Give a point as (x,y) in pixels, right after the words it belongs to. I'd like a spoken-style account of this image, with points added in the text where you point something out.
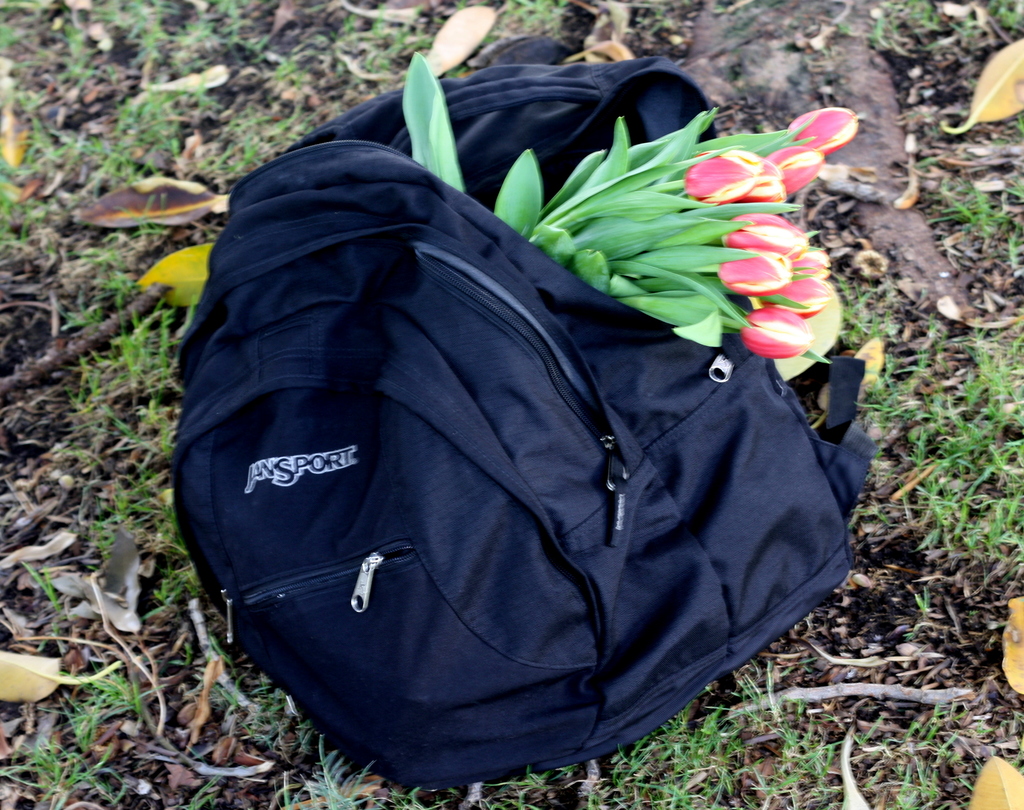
Here this is a bag (411,170) placed on ground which is full of flowers (672,191) and the ground (121,235) of grass (59,232).
